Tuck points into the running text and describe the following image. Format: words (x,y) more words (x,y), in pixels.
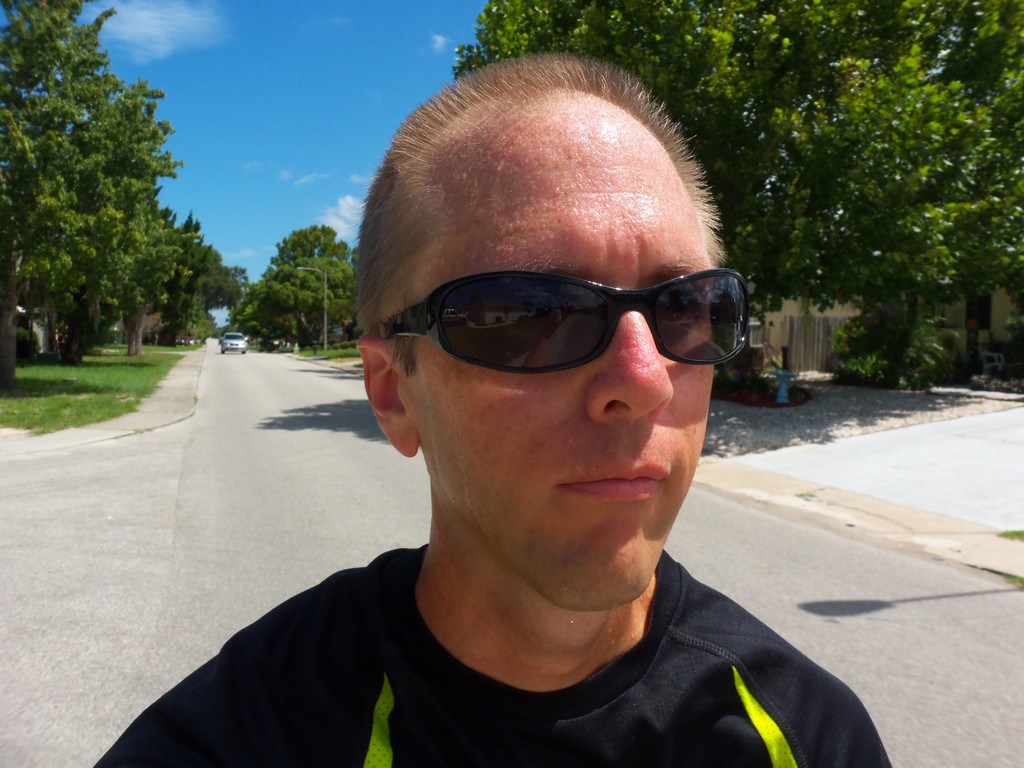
In this image we can see a person (562,635) with black shirt (674,595) and goggles (612,318) and in the background (219,427) there is a car (234,344) on the road (238,361), trees (237,295) and sky (336,177) on the top (336,177).
